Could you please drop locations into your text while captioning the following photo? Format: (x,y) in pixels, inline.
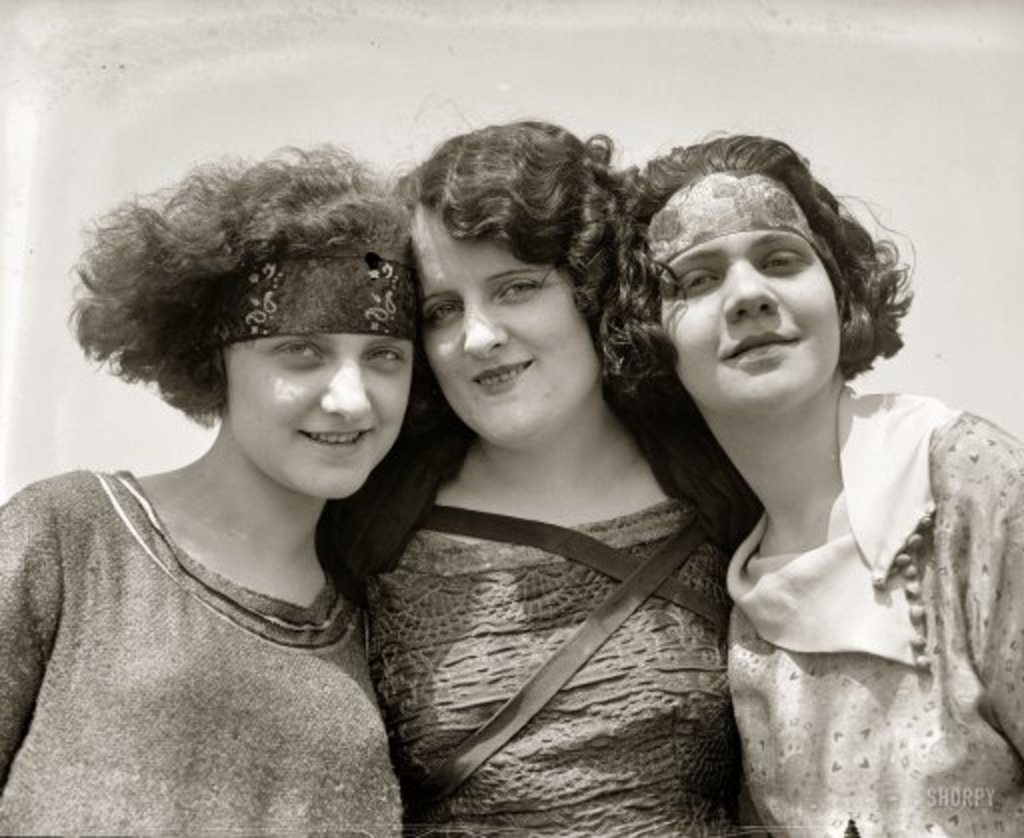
This image is a black and white image. In the middle of the image (377,441) there are three women (474,433). They are with smiling faces (571,359).
